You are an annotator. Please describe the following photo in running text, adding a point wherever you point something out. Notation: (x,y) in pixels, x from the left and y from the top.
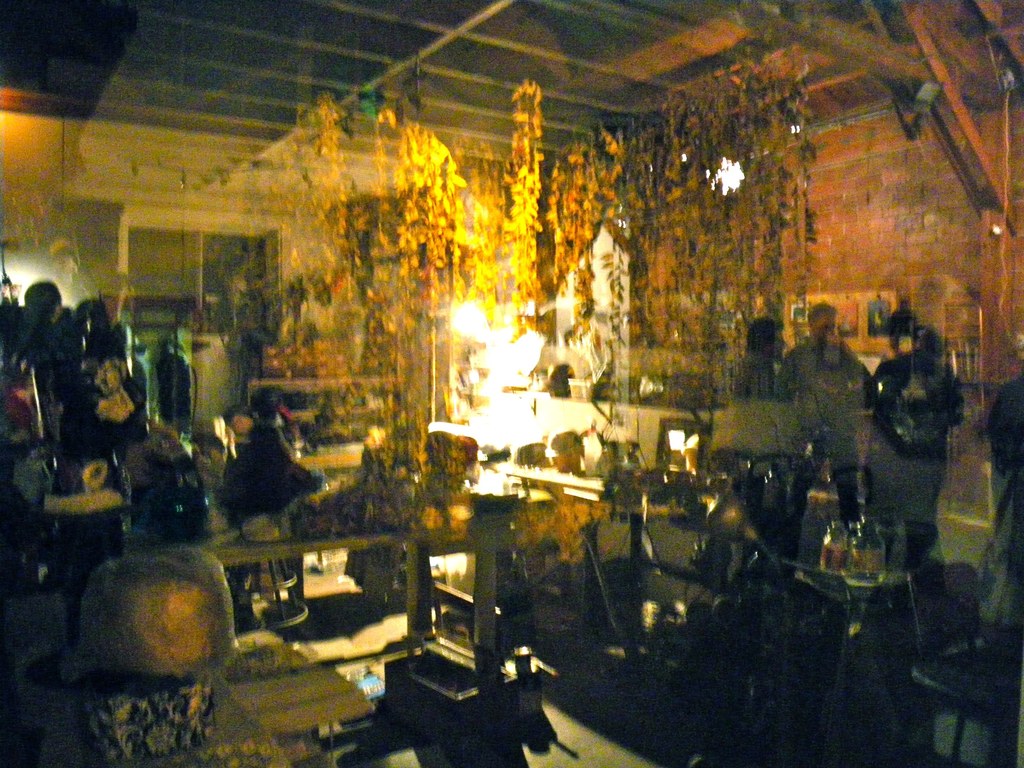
In the image we can see there are some people (885,396) standing and some of them are sitting, they are wearing clothes (886,460). We can even see there are chairs (715,634) and the table (835,581). On the table (857,574) there are some objects (824,553). Here we can see light (482,335), leaves (639,273) and the wall (804,272).
